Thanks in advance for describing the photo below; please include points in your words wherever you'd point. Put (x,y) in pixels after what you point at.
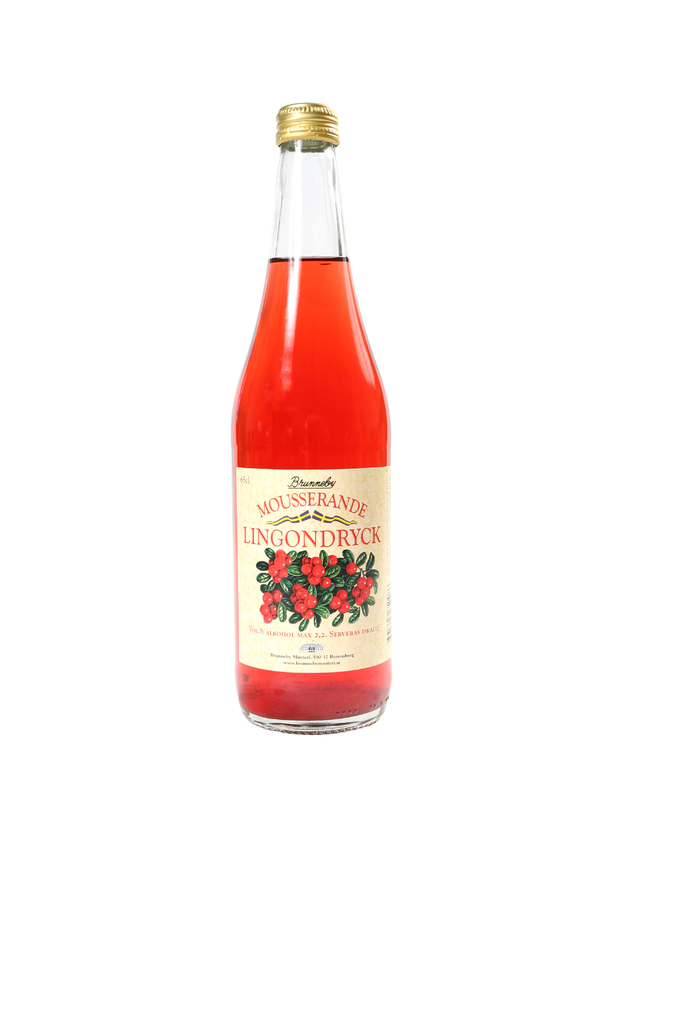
This is a picture of a bottle (288,161) containing of some syrup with a lid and a label (253,572).
